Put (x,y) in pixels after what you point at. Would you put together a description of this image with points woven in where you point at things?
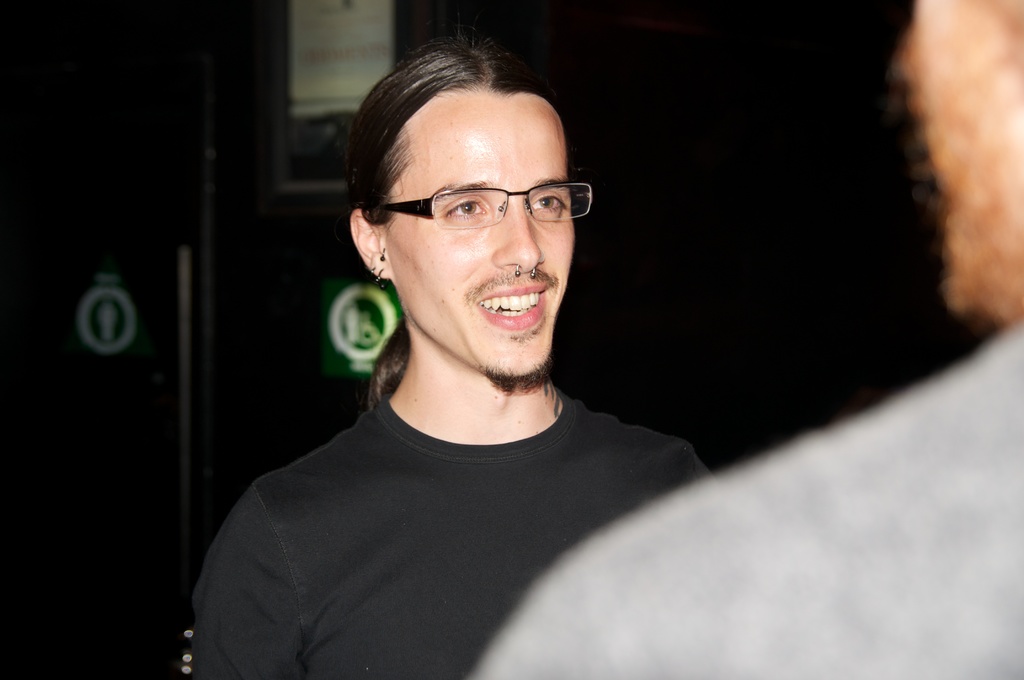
This image consists of two persons (471,534). One is wearing black T-shirt (651,463), another one is wearing gray T-shirt (700,532). The one who is wearing black shirt (415,466) is wearing specs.
